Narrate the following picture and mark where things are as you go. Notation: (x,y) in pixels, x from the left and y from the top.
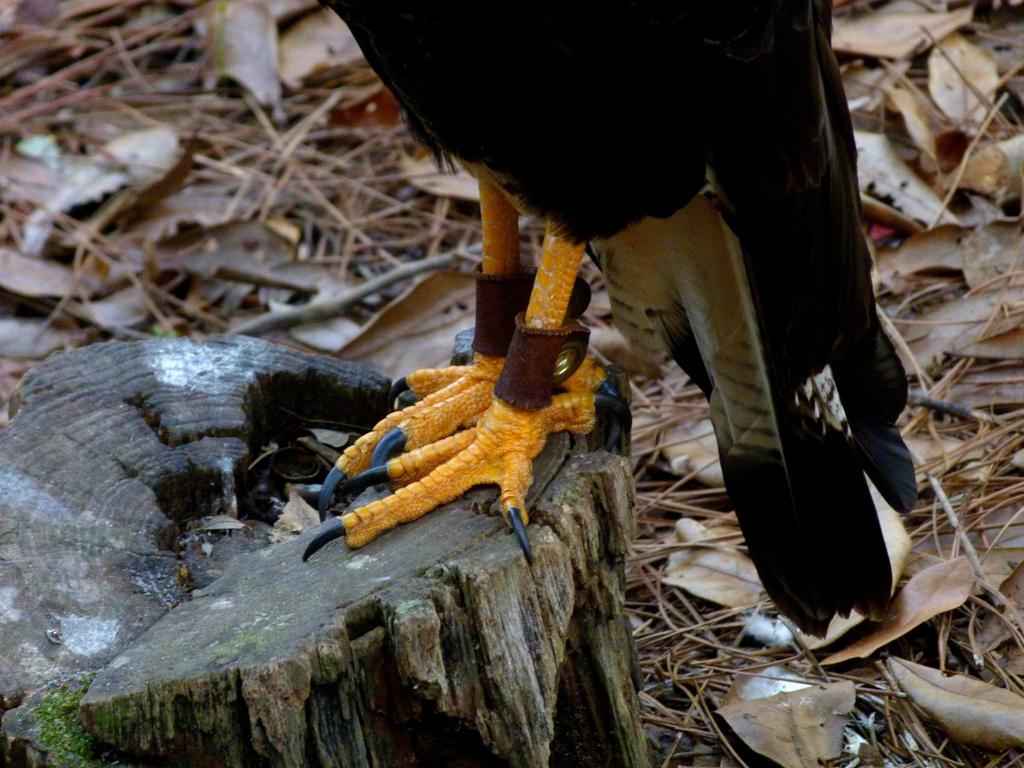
In this picture, we see a bird (472,80) which is in black color. We even see the claws (482,433) of a bird (464,400) which are in yellow color, are on the stem (219,546) of a tree (358,655). In the background (272,307), we see dried leaves (763,742) and twigs (727,743).
